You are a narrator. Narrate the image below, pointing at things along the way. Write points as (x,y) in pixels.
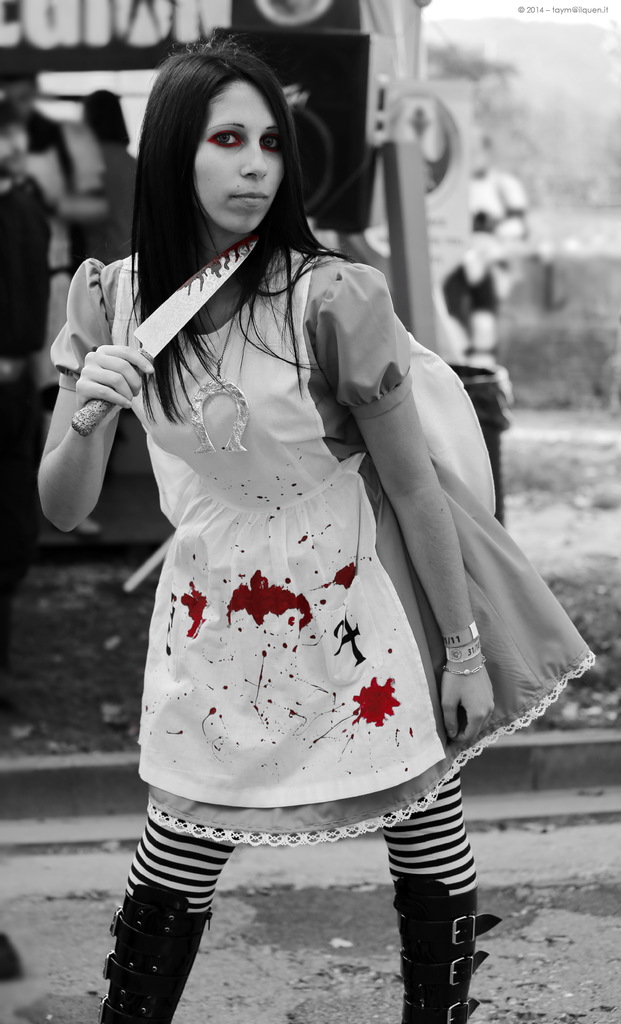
This is an edited image. In the center of the image (272,469) we can see a lady (296,479) is standing and wearing costume (221,502) and holding a knife (237,251). In the background of the image (46,10) we can see some persons (28,341), tent (403,29), board (443,181), wall (531,288). In the top right corner (519,12) we can see the text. At the bottom of the image (540,953) we can see the ground (18,726).
